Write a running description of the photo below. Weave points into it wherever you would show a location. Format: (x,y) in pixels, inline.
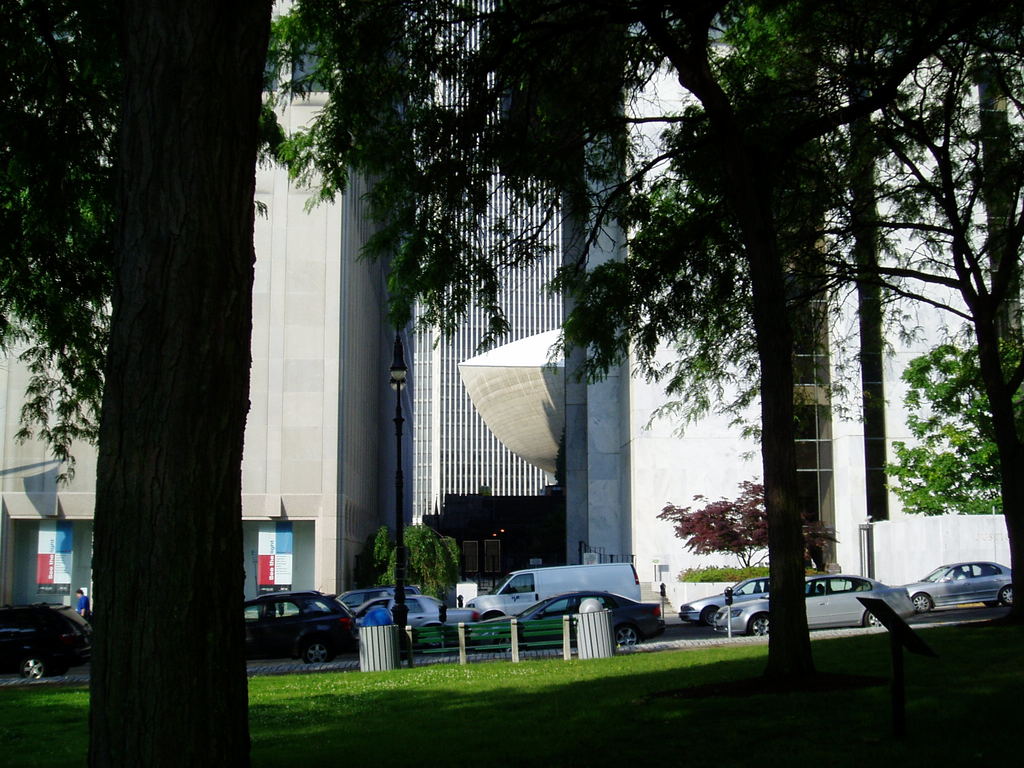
In the center of the image (405,374) we can see group of vehicles (896,599) parked on the road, a light pole (395,357), two trash bins (394,643). In the background (966,490), we can see group of trees (981,325), buildings (311,411).
